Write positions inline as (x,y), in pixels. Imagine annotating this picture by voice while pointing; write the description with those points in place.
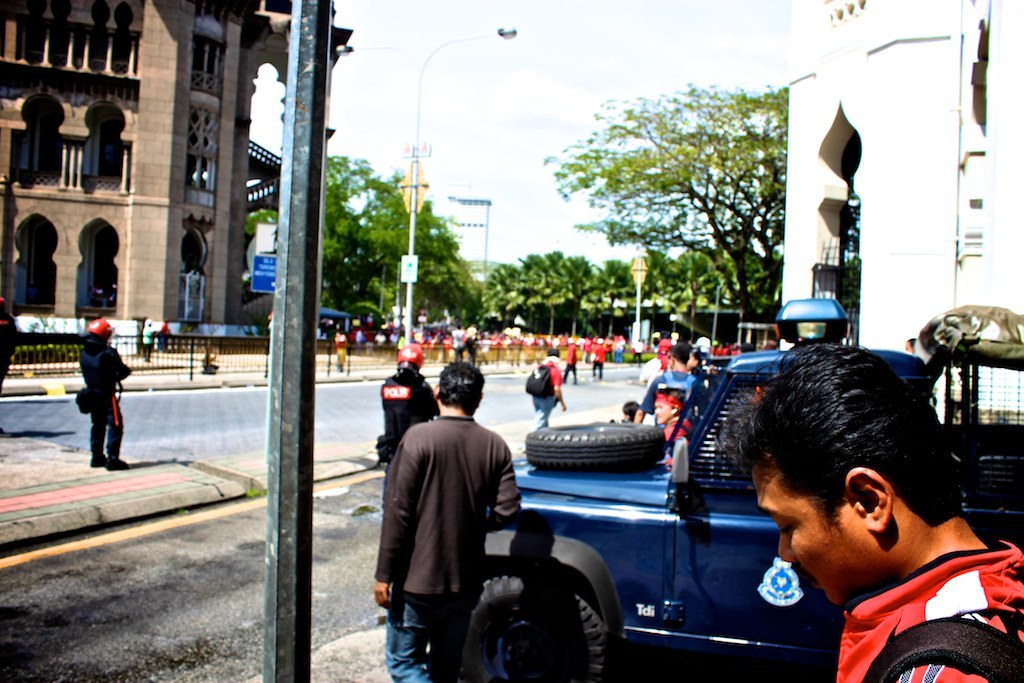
In this picture I can see buildings (12,153), trees (619,135) and few people (474,354) standing and few are walking and I can see a vehicle (831,611) on the road (624,389) and a board (257,289) with some text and a cloudy sky (469,72).
